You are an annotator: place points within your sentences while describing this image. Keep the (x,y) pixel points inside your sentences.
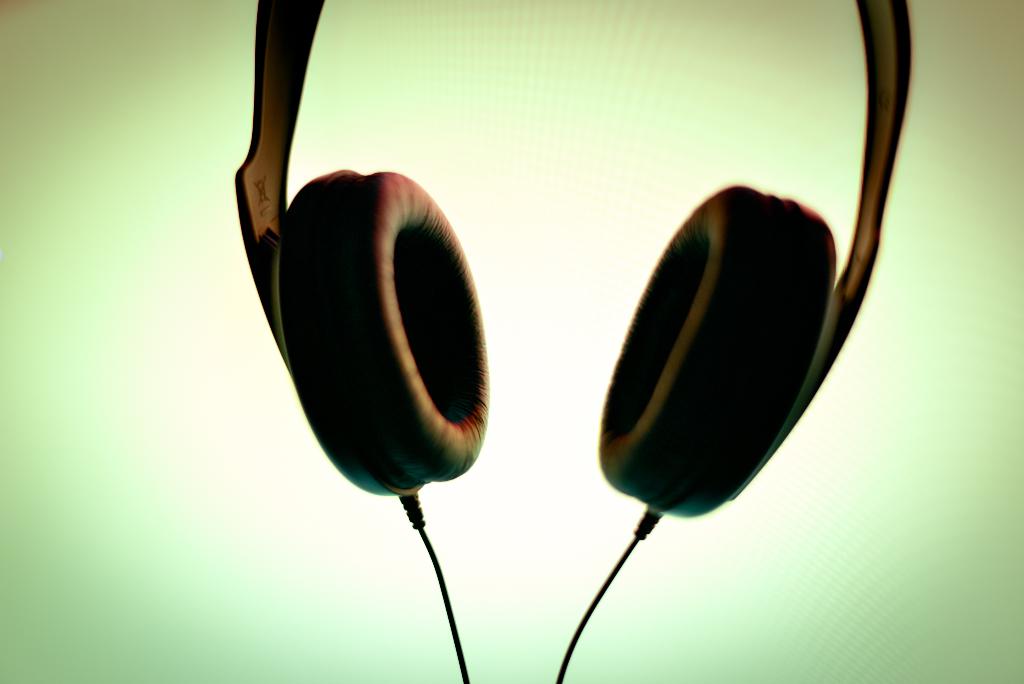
In the foreground of this image (758,413), there is a headset (400,366) and two cables (567,656) of it at the bottom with the green and cream background (268,445).
